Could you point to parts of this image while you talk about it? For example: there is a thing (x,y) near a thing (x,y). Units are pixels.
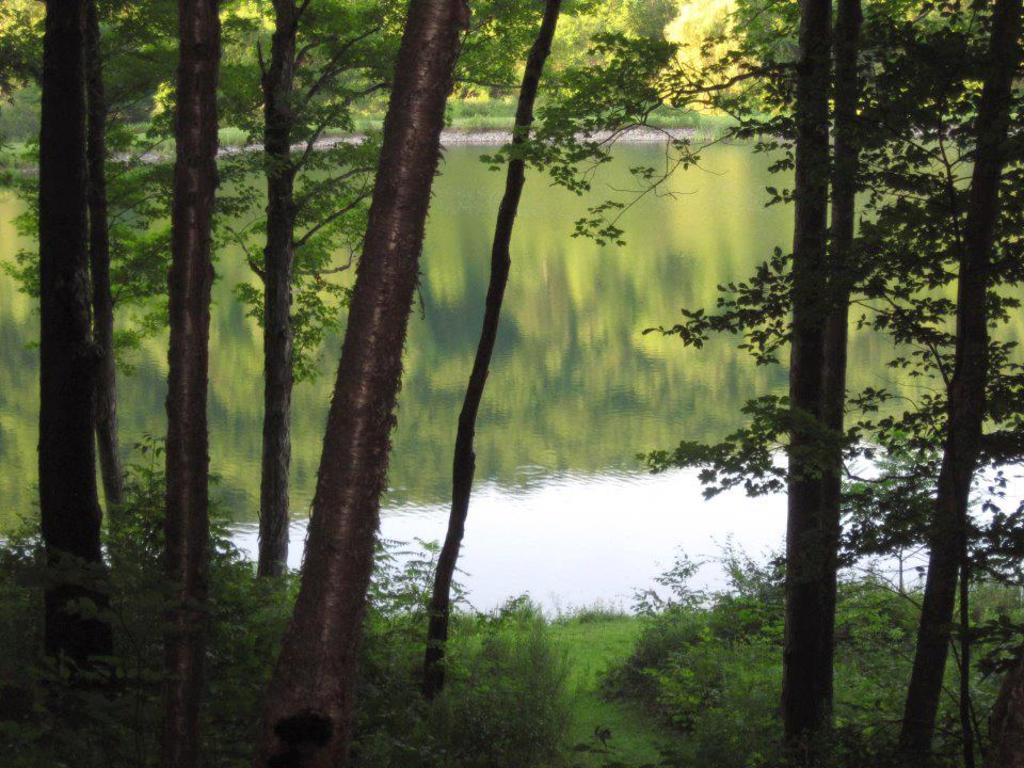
In this image I can see trees (369,460), plants (510,679) and the grass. In the background (642,264) I can see water (606,376).
